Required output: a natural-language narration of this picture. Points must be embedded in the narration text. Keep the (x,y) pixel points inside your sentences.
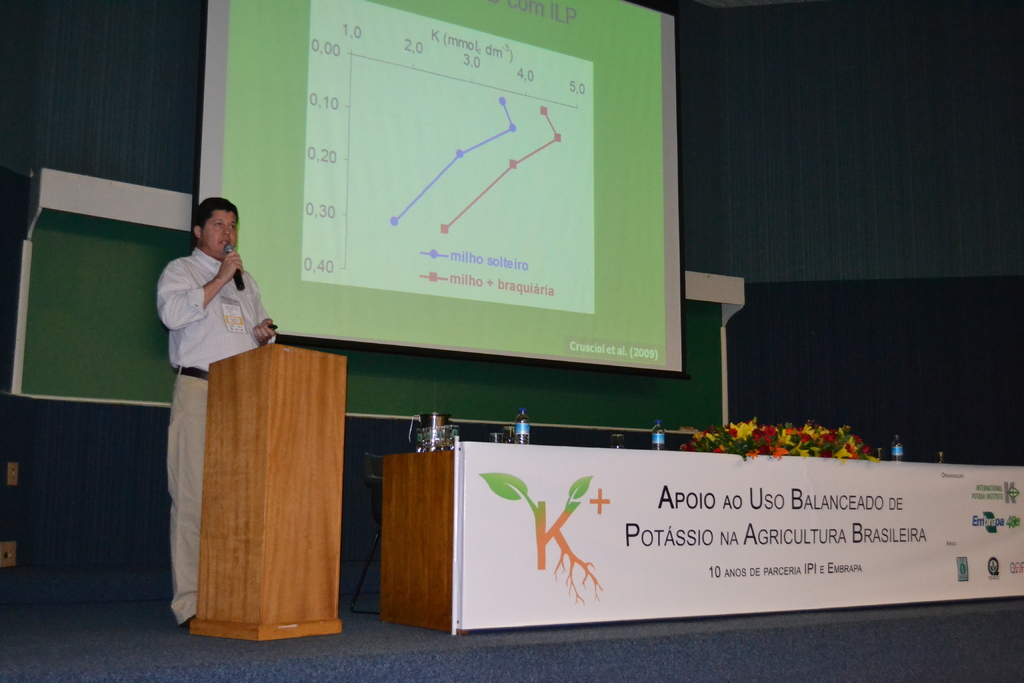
This man (264,324) is holding a mic (227,251) and in-front of this man (209,288) there is a podium (232,367). This is screen (480,202). Table (594,471) with banner (821,512), bottles (522,435) and flowers (735,442).
